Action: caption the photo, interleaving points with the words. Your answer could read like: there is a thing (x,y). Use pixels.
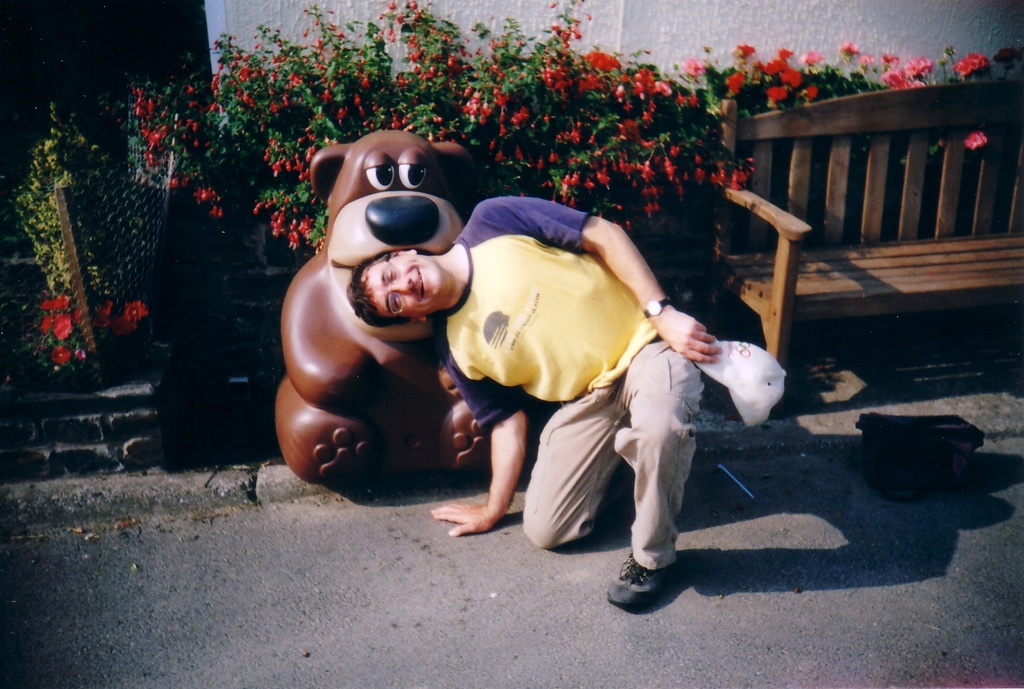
In this image I can see a person (554,295) and the person (561,284) is wearing blue and yellow color shirt (576,261) and cream color pant (604,406). I can also see a toy (328,354) which is in brown and cream color, background (928,244) I can see a bench (901,249) in brown color, few flowers (466,103) in red color, plants (390,80) in green color and the wall (664,38) is in white color.
